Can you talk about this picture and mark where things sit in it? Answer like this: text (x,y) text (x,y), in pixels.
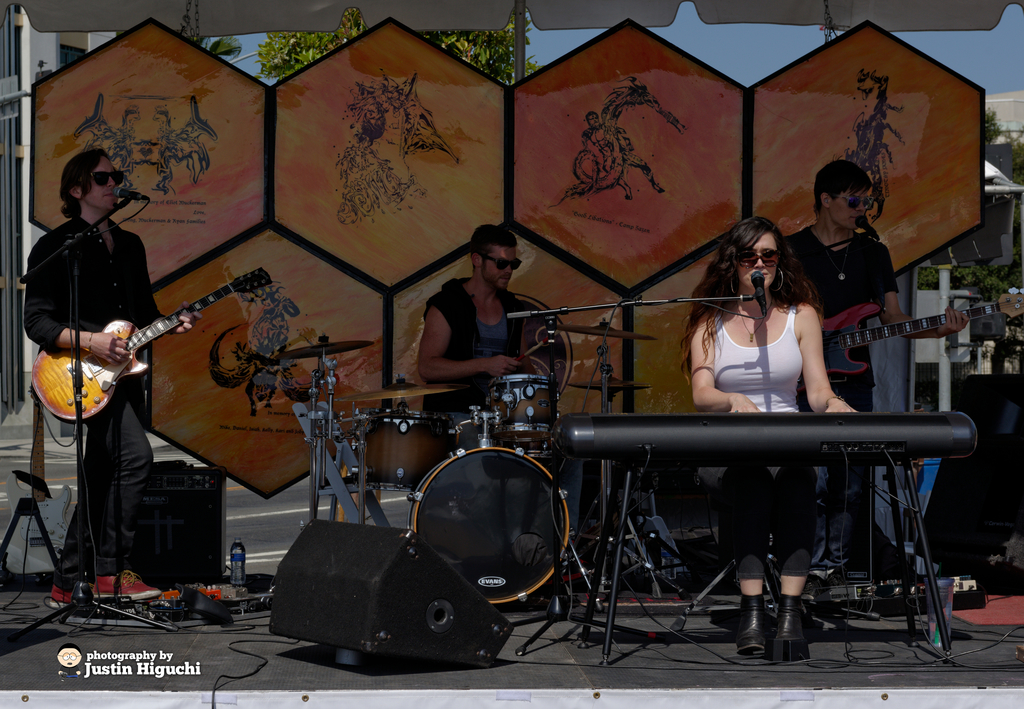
On the background (743,34) we can see sky (756,34), building (1010,117) and trees (436,40). Here this is a platform (730,664). We can see four persons (874,276) playing musical instruments (613,418) and they all wore goggles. Background of the platform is decorated nicely. This is a water bottle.
